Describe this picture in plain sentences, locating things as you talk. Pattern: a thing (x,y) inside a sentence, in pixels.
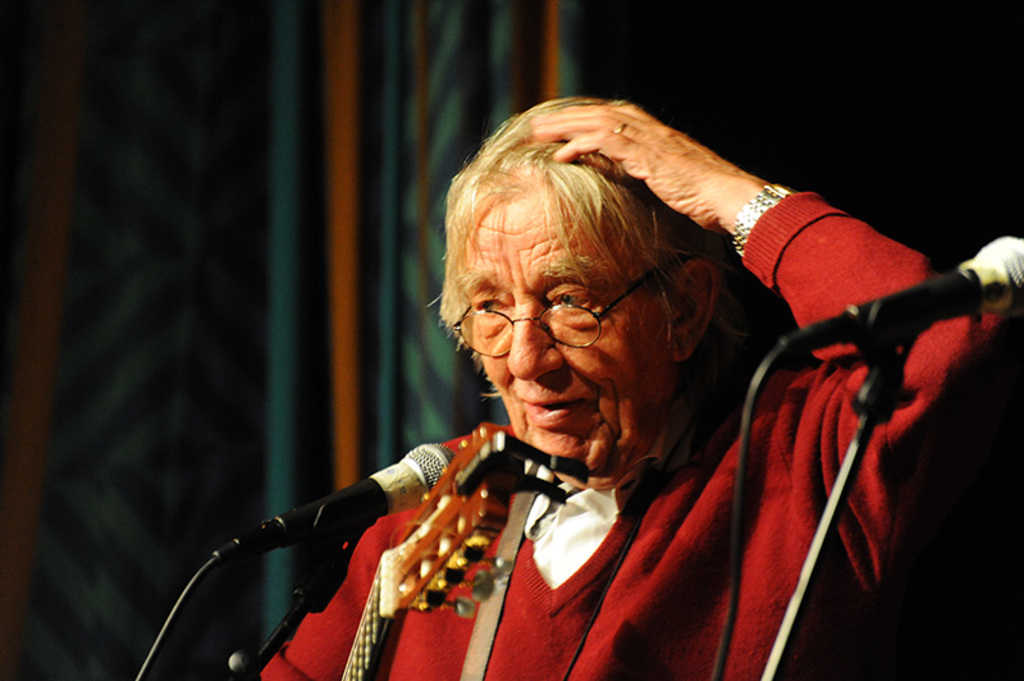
In this image, I can see a person (572,530) with spectacles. There are mikes (351,517) with the mike stands (288,636). At the bottom of the image (346,670), I can see a musical instrument (402,587). The background (151,419) is blurry.
